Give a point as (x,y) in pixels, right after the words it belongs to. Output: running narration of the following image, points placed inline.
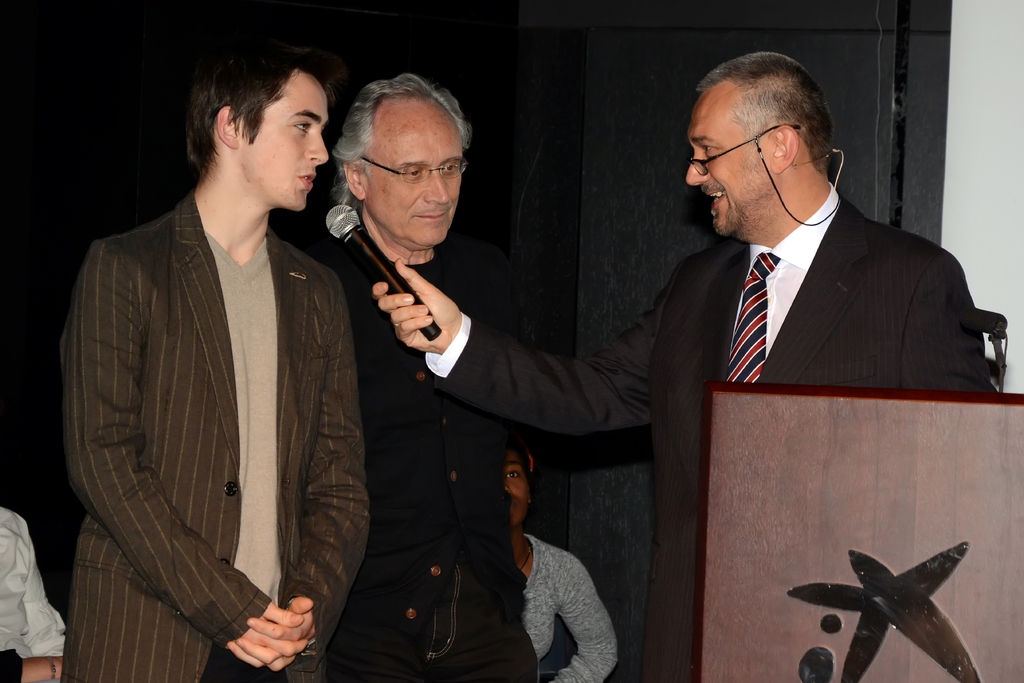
This Picture describe about the group of three people (516,667) stand near the speech desk (789,532). A man (856,336) wearing black coat (808,317), red tie (757,318) is standing at the speech desk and giving a microphone (353,236) to other boy (283,180) for speaking wearing brown coat (204,356) grey t-shirt (259,365). And old man (436,511) wearing black coat (397,380) and black jeans (431,625) is standing beside the boy (286,192). Behind we can see the black wall (600,239) and black curtain (95,66).
